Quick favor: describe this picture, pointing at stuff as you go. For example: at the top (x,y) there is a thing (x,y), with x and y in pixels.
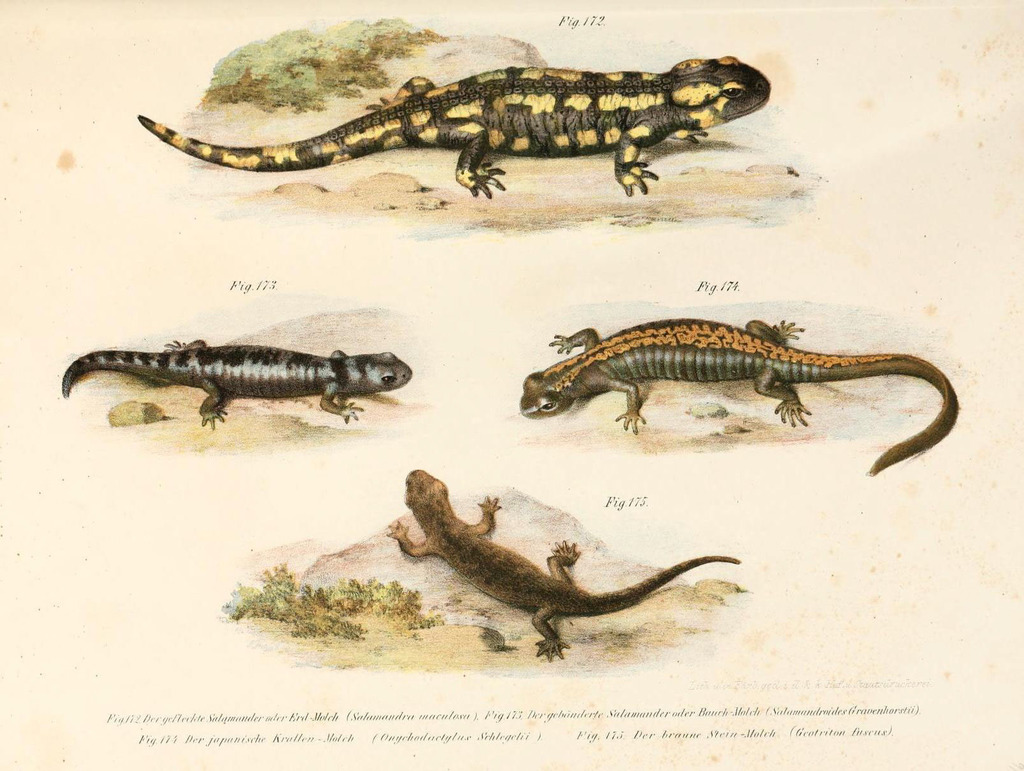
This image looks like a poster, there are salamanders (677,370). And there is text (842,719) at the bottom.
